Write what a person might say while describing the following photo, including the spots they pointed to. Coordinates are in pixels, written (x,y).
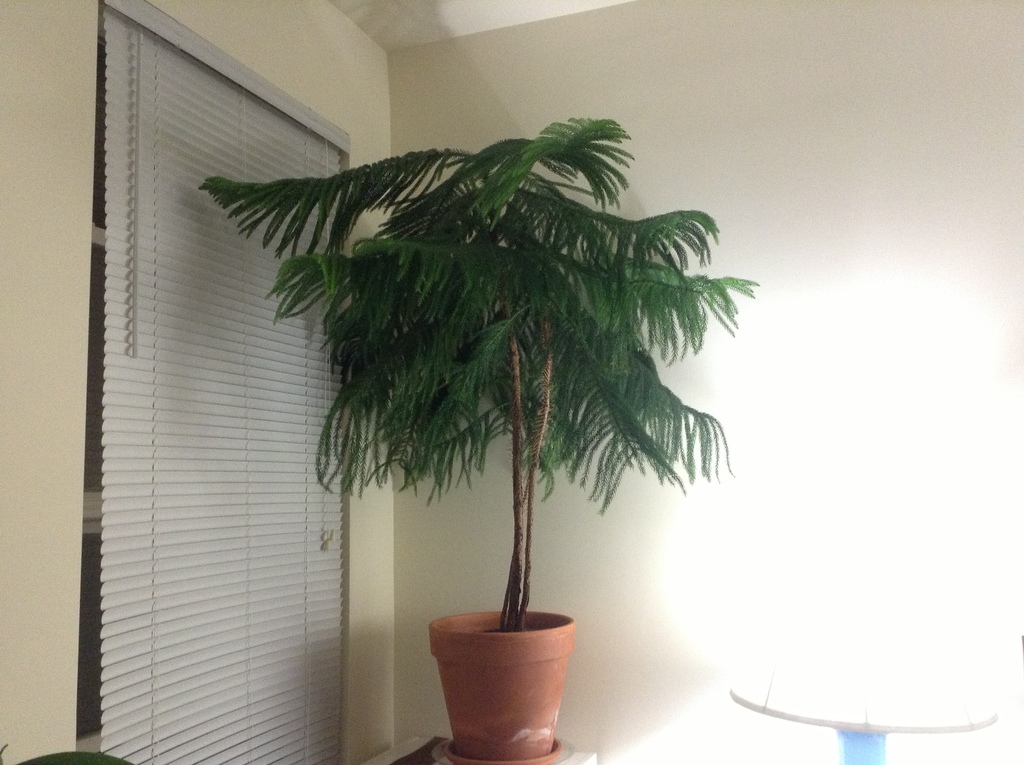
In this image there is a plant (512,433), pot (467,709), window (86,744), window shutter (215,216), wall (773,220), lamp (974,705).
